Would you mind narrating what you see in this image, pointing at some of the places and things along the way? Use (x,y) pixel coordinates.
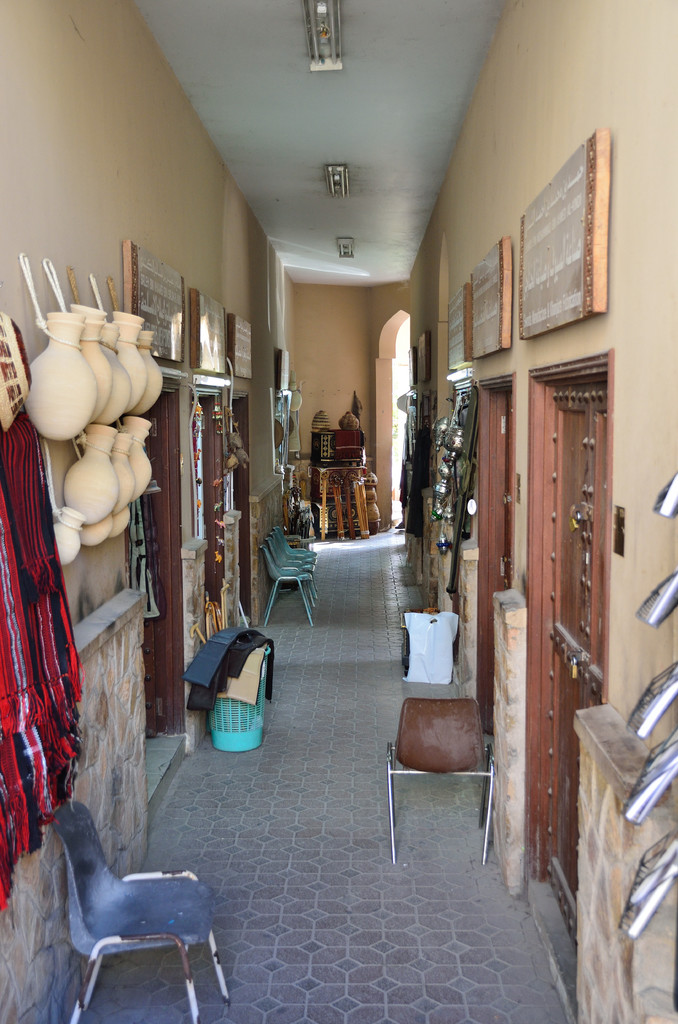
In the foreground of this picture (298,628), there are chairs (387,768), baskets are placed side on the path (340,816) and few objects (93,441) like, pots (102,383), clothes (41,492), doors (561,563), are on either side to the path (301,759). In the background (362,451), there are few objects (350,455). On the top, there are lights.
